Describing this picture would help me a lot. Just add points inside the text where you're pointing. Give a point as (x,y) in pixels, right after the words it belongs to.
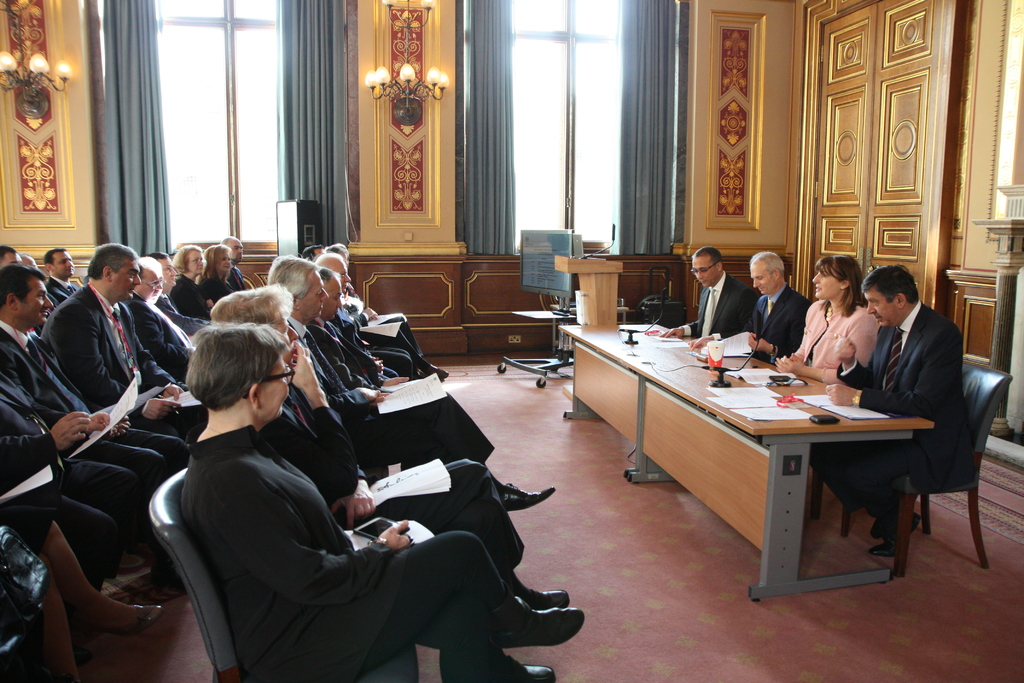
A group of people (506,542) are sitting on a chairs (817,492). On this table (701,380) there are papers (714,388) and cup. This is a podium (604,272) with mic (583,256). Lights (385,77) on wall (418,42). Curtains (310,87). These are windows (561,104). Persons (392,538) are holding a paper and mobile (385,522).
